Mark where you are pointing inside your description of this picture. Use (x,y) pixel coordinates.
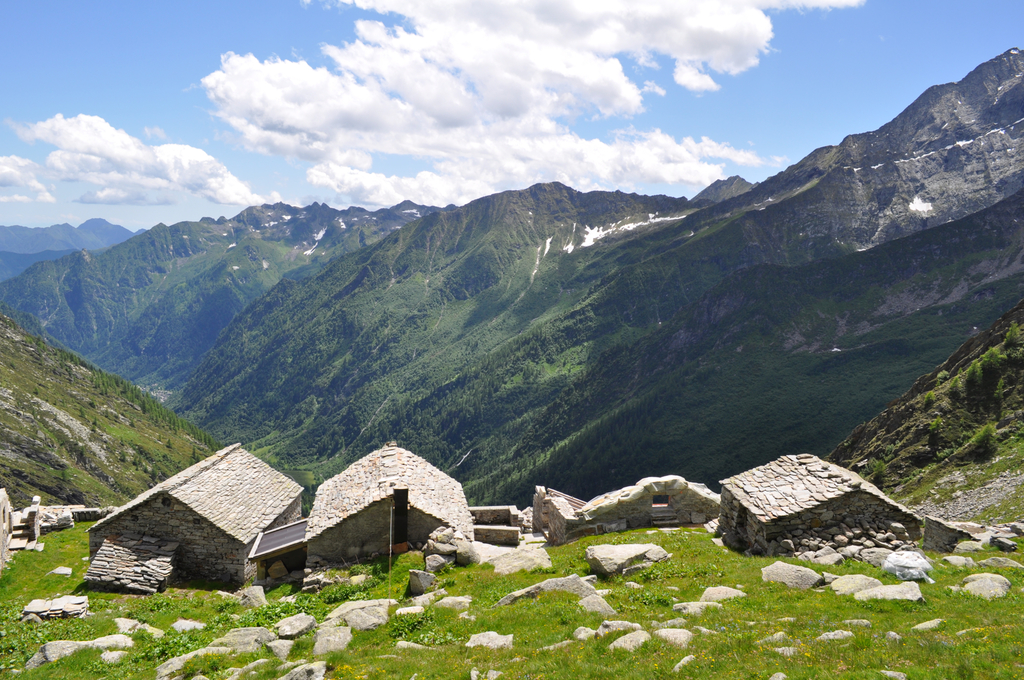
In this image I see the grass (71,553) and I see some houses (336,491) over here and I see the rocks (41,657). In the background (4,409) I see the mountains (512,252) and the cloudy sky (367,112).
